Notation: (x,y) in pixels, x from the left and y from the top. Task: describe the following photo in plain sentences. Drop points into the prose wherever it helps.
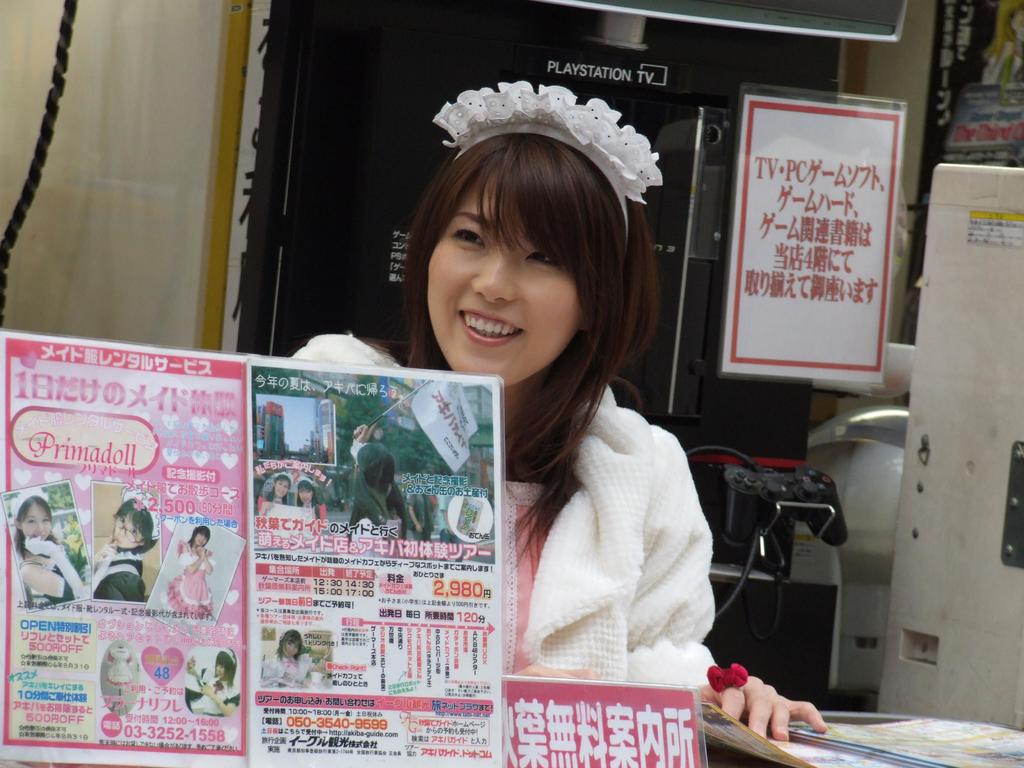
In the foreground of this image (363,561), there are few boards (609,758) on the table (710,745). Behind it, there is a woman (601,493) holding a book (833,740) like an object (829,745). In the background (785,240), there is a play station TV (705,71), a board (854,219), a white color object (985,393) on the right (1004,387), remote (783,480), cables (739,584), poster (975,90), curtain (87,146), a rope (47,139) and an object (769,25) at the top (750,26).
